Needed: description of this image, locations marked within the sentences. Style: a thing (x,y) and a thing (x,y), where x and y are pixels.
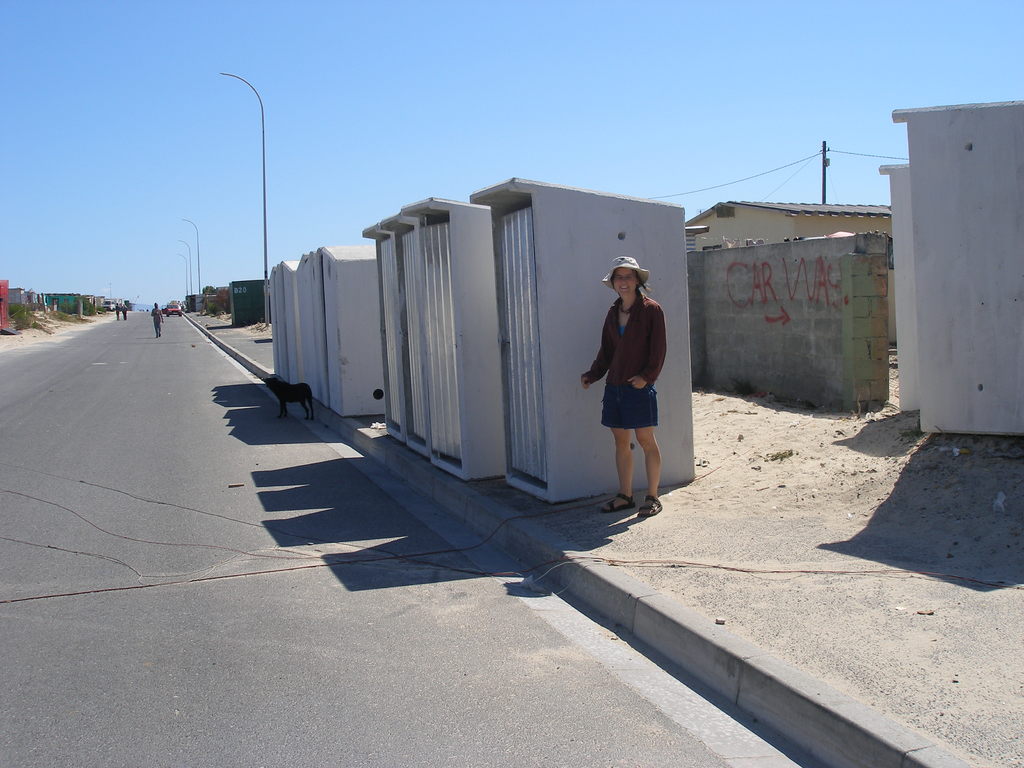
In this image there are a few rooms (532,395) are on the pavement (671,504) of the road (305,600), in front of them there is a dog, beside them there is a person (624,286) standing and there are a few people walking on the road (72,442) and few vehicles (116,302) are moving on the road (179,466). On the right (908,333) and left side of the image (230,291) there are buildings (751,237), utility pole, street lights (264,287) and in the background (646,84) there is the sky (712,79).
